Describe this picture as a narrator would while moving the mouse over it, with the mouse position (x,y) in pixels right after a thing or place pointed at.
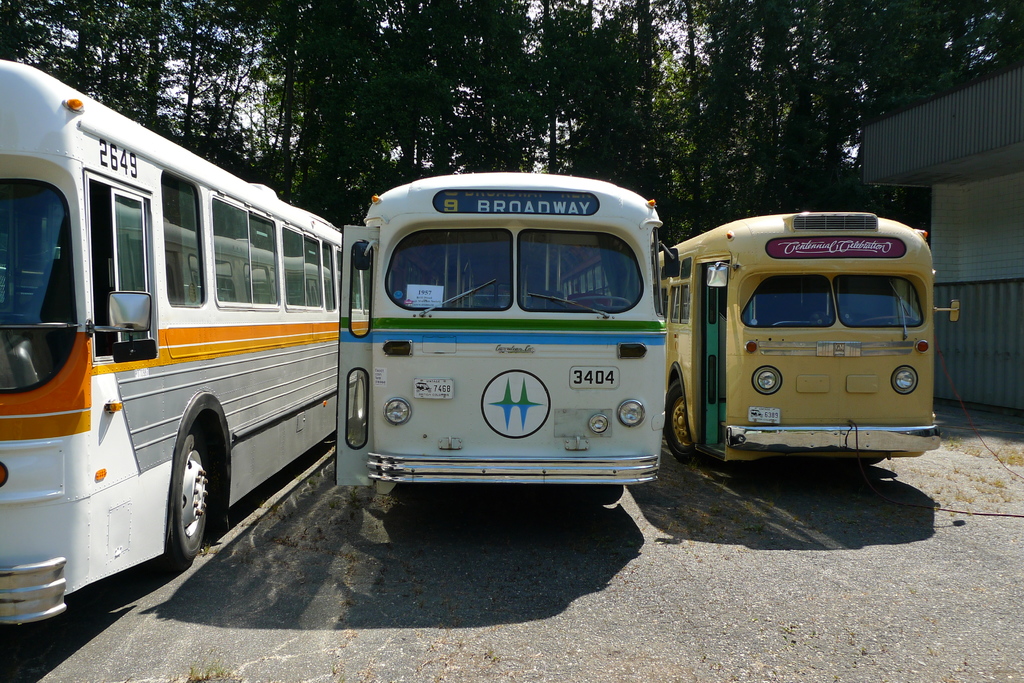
In this picture there are buses (570,460) in the center of the image (642,318) and there is a house (953,180) on the right side of the image (941,139) and there are trees (540,105) in the background area of the image (529,110).
